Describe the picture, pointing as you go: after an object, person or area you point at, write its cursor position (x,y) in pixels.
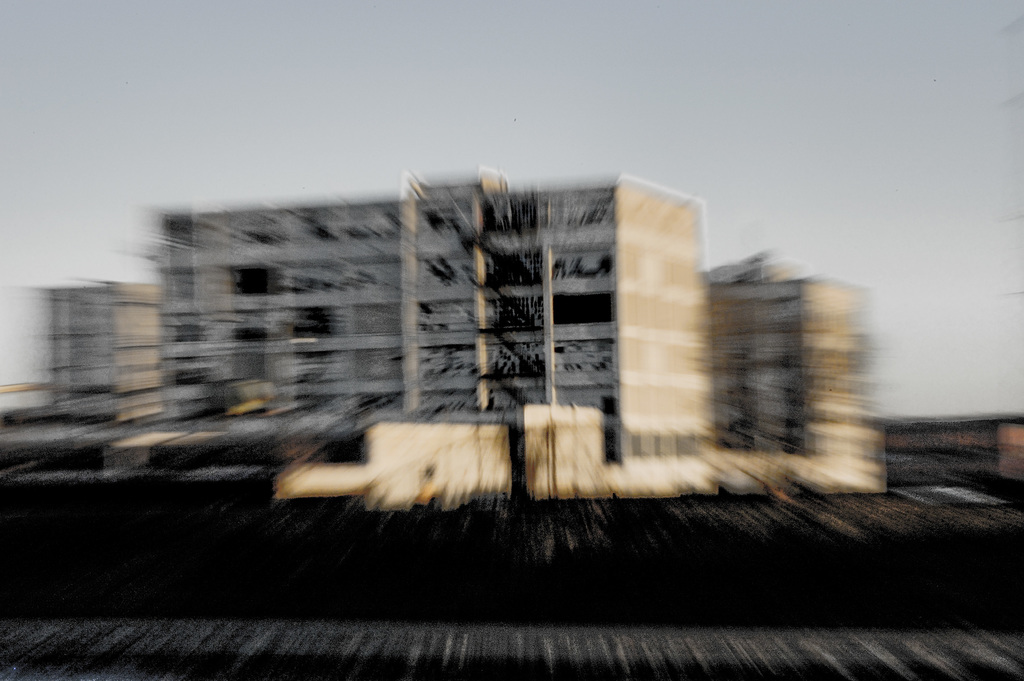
This is a blur image. In this image we can see buildings (432,259) and sky (675,113) in the background (610,109).
